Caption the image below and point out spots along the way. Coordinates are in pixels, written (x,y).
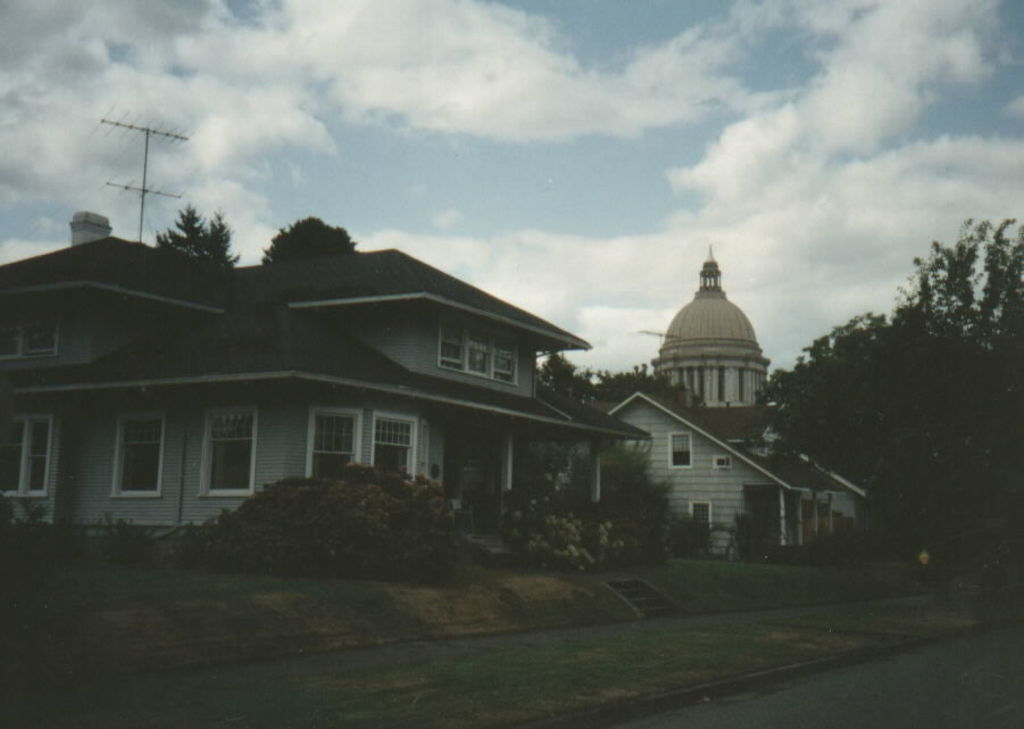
In this picture we can see few buildings (436,404) and trees (951,476), in the background (474,72) we can see clouds (472,93).
